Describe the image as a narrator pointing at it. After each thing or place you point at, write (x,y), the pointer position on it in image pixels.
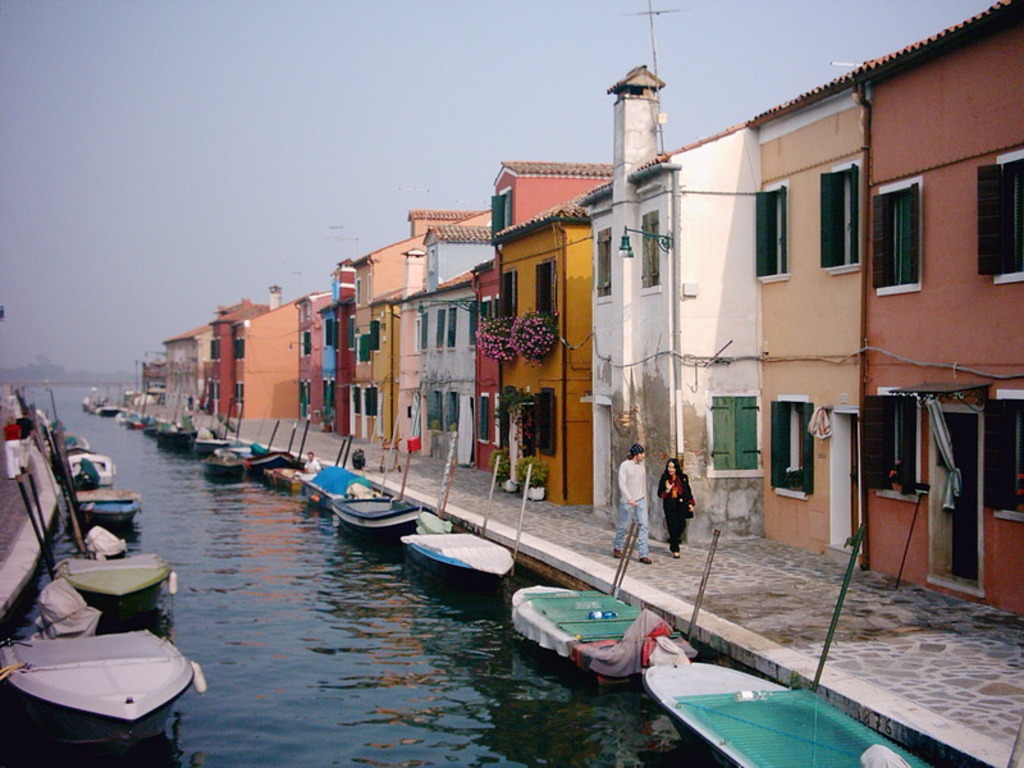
In this image few boats (278,485) are moored on the water (324,579). A person (309,463) is on the boat (315,479). Two persons (619,523) are walking on the pavement (849,623). Behind them there are few buildings (746,284). There is a building (545,375) having few plants (525,342) near the window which are having some flower (521,338). On pavement (501,488) there are few pots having plants (533,472). Top of image (375,120) there is sky (363,117).
